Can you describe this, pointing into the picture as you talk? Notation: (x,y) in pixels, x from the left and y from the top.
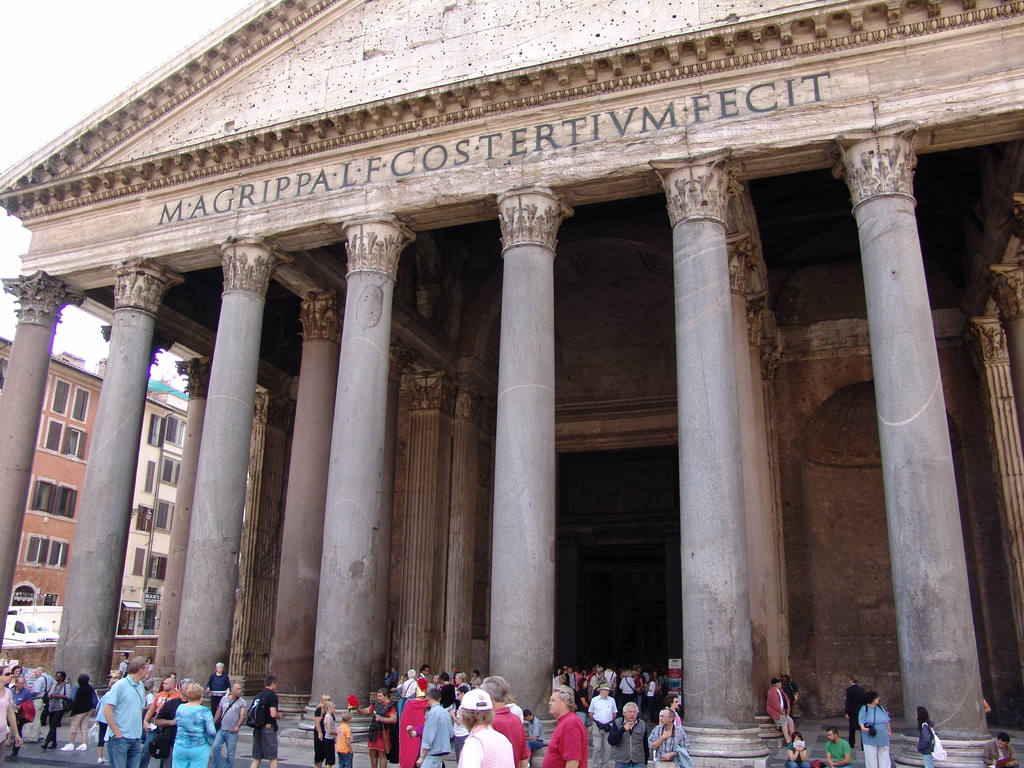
As we can see in the image there are buildings (347,321), few people (427,698) here and there, windows (150,472) and sky (99,62).
